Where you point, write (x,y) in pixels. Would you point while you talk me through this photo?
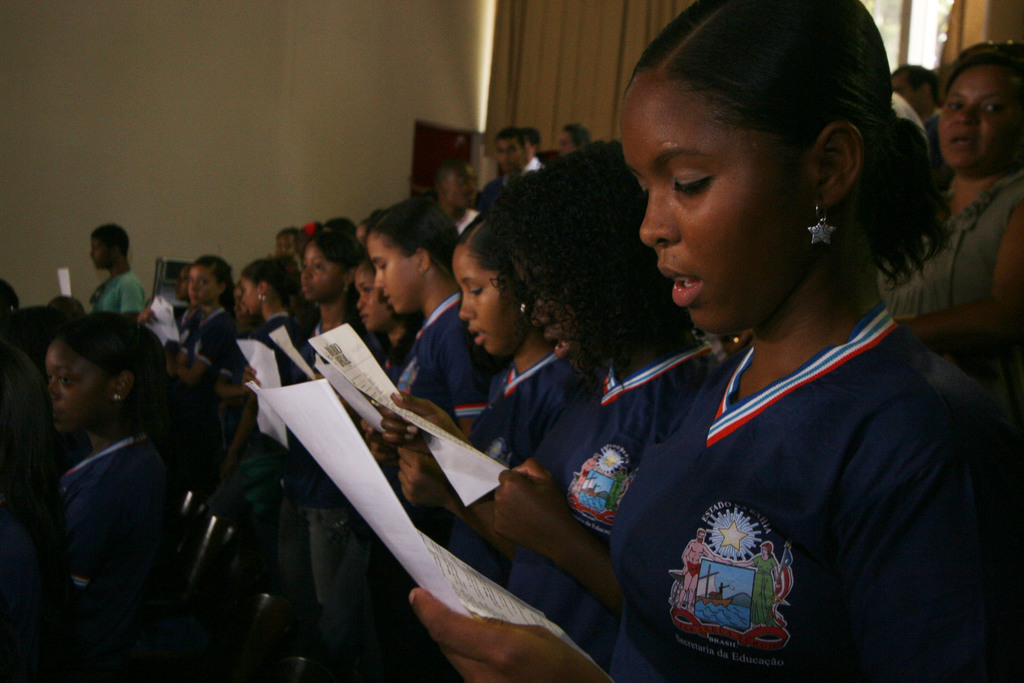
In this image I can see the group of people (618,206) are standing and holding papers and wearing different color dresses (910,342). I can see the wall (263,101) and few objects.
